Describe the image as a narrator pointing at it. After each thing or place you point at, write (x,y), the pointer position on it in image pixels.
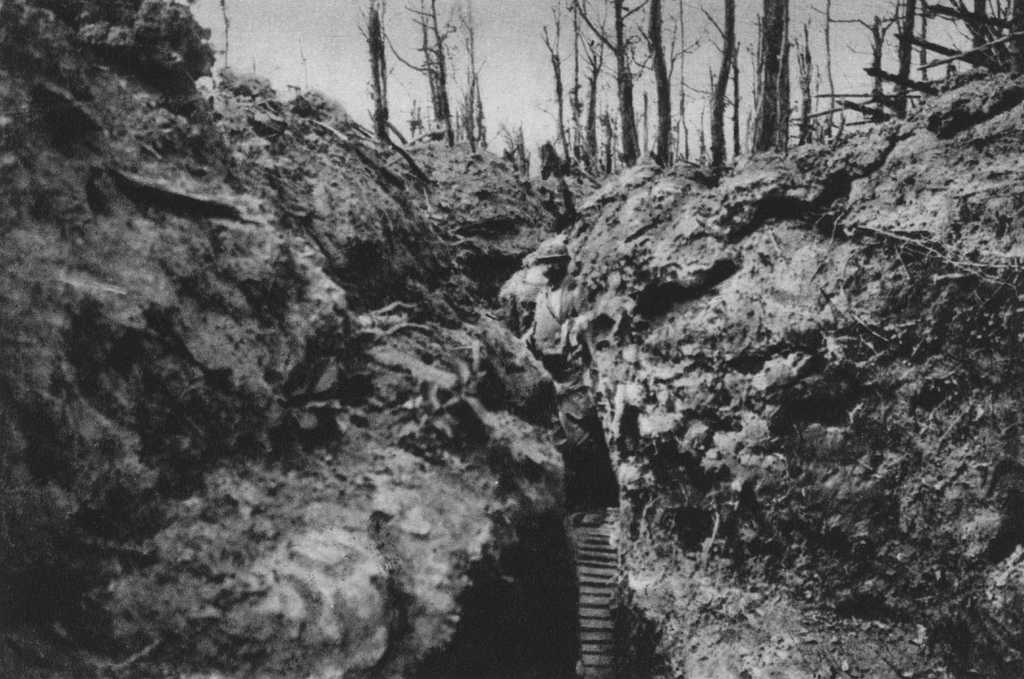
This image consists of a man (567,313) standing. It looks like it is clicked in a forest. It is a black and white image. At the top (763,108), there are trees (770,96).
